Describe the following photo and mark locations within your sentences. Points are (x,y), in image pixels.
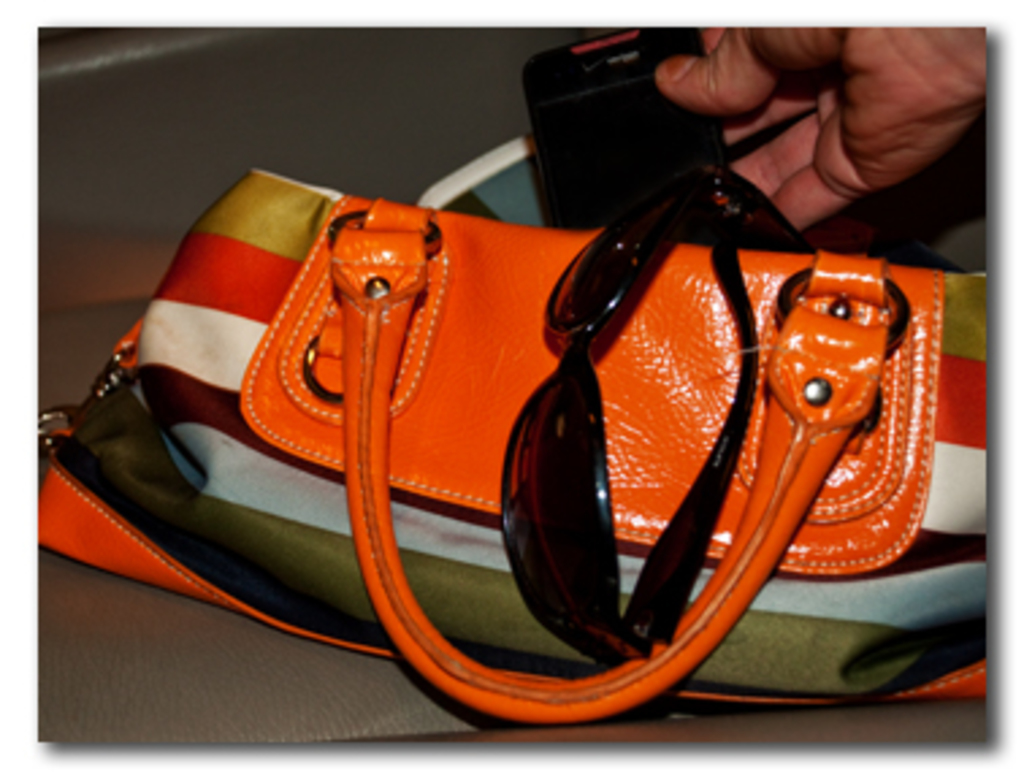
There is a hand bag (425,418) which contains goggles (577,478) and mobile (650,150) in it.
